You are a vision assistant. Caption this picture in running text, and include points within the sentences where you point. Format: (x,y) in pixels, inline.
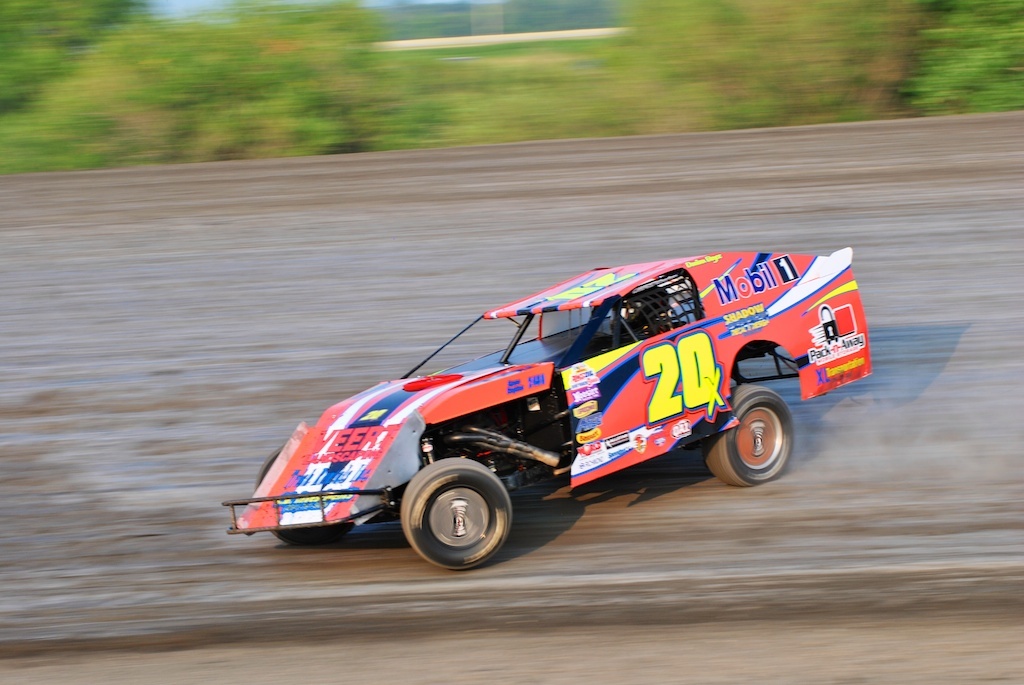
In this image I can see a car (630,399) which is orange, blue, yellow and white in color is on the road (694,487). I can see the blurry background (294,92) in which I can see few trees (262,109) and few other objects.
